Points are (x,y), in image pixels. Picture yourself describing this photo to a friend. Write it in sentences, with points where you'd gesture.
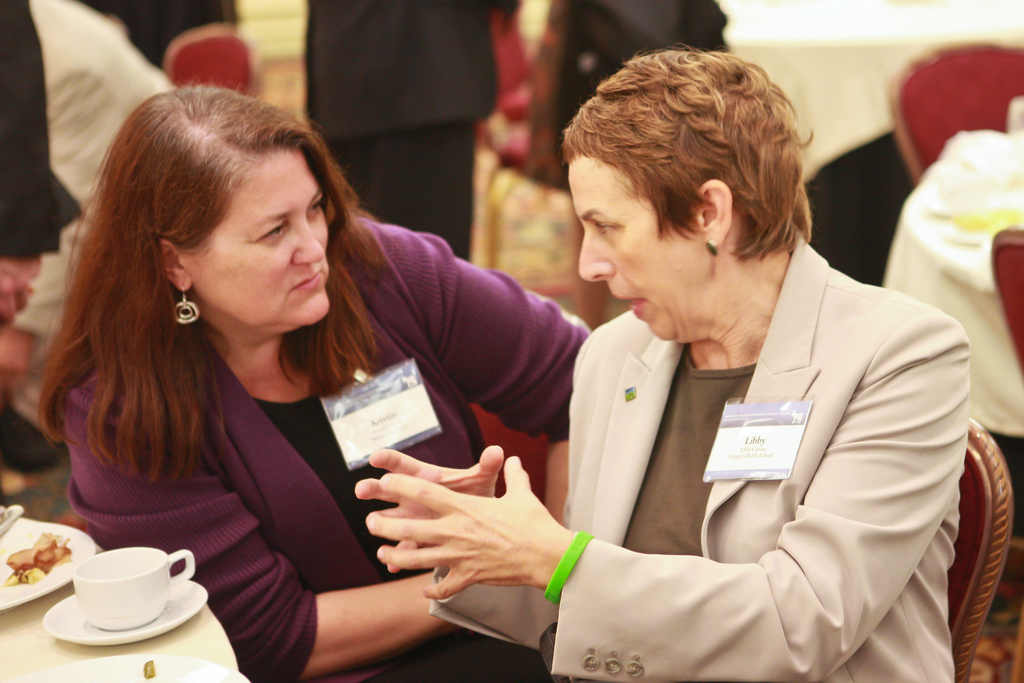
In this image there are two women (359,379) sitting in chairs (540,460) are talking with each other, in front of them there is a cup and a plate (159,612) on a table (50,648), behind them there are a few other people (337,67) standing.
